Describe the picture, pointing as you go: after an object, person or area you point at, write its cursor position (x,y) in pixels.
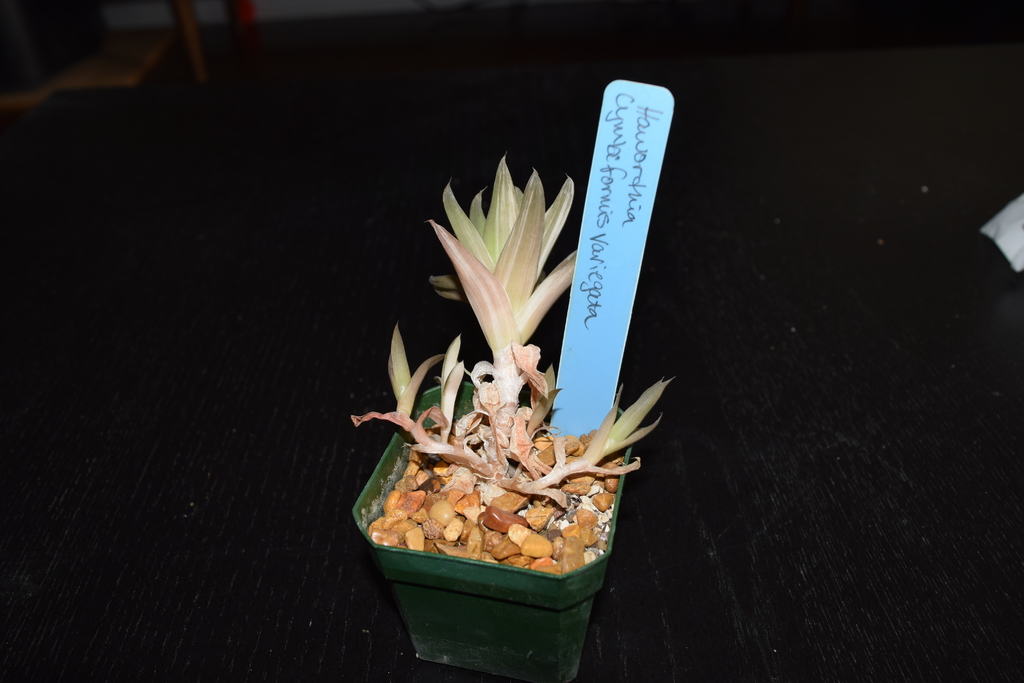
In this picture, we can see a plant (573,462) in a pot (489,581) with some objects (480,505), and we can see a board (606,172) with some text (600,246) on it, we can see the dark background (417,15).
